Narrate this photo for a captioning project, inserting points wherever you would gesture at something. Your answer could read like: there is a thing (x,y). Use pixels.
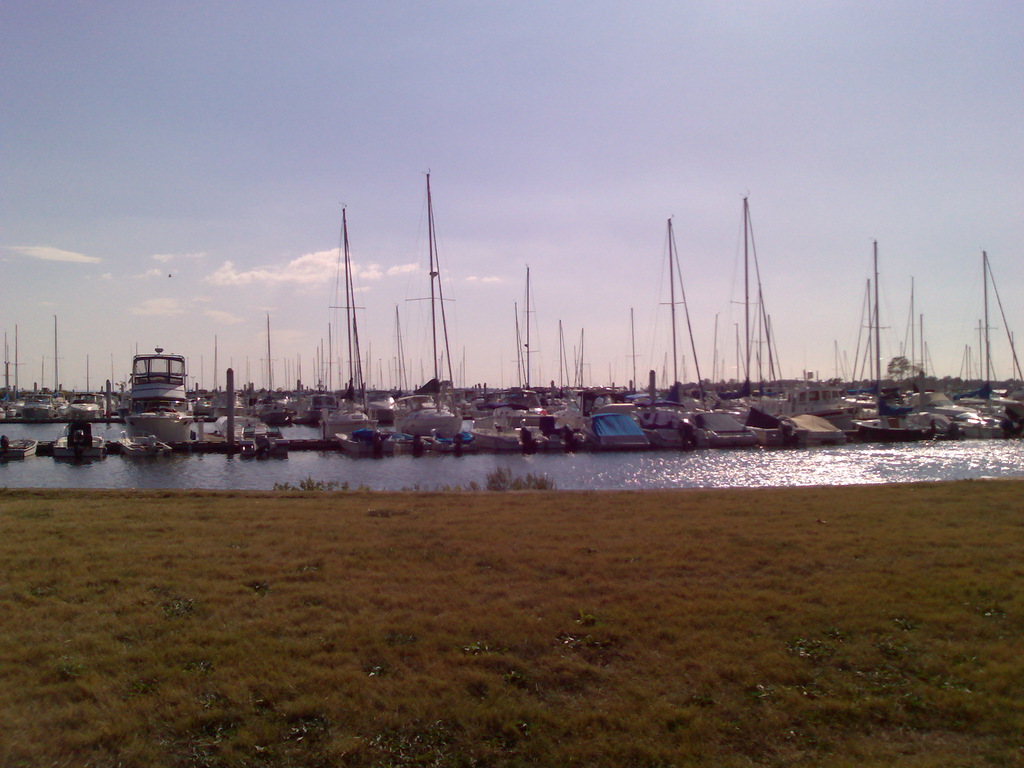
In this image there are many boats (296,419) and ships (552,428) on the river (468,468), in the foreground of the image (360,617) there is the surface (437,664) of the grass (477,625). In the background (349,154) there is the sky (560,110).
